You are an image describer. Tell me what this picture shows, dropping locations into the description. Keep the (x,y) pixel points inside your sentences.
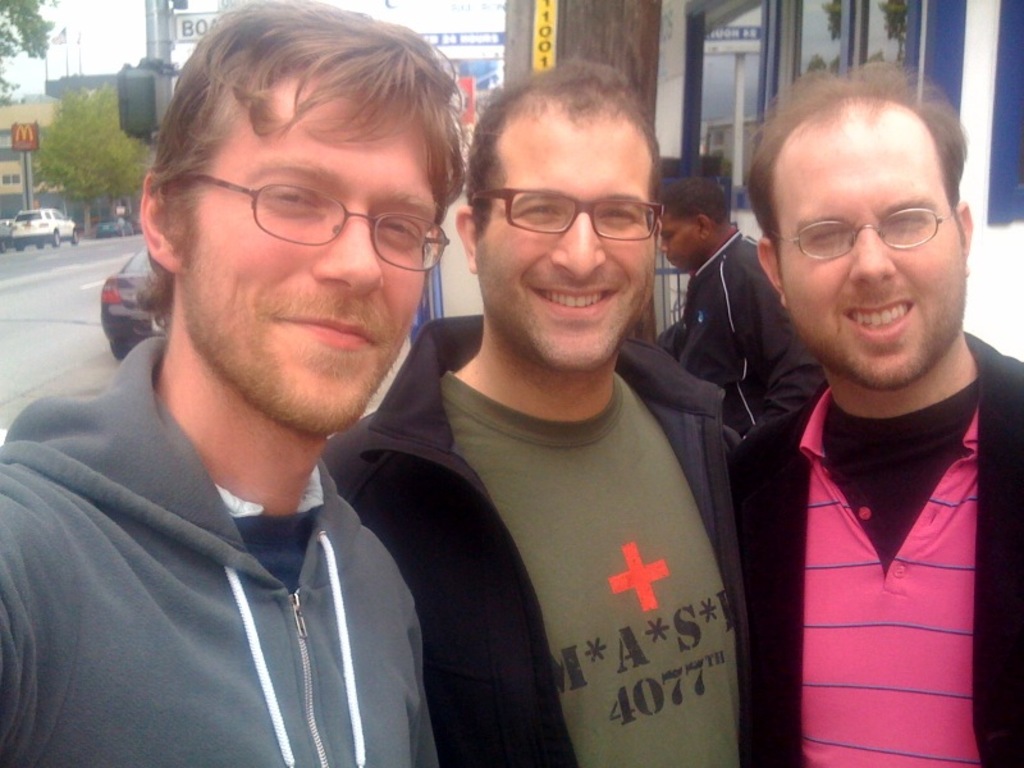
In the middle of the image (484,407) three persons (973,573) are standing and smiling. Behind them there are some vehicles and buildings (1004,245) and trees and poles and a person (708,354) is standing.
